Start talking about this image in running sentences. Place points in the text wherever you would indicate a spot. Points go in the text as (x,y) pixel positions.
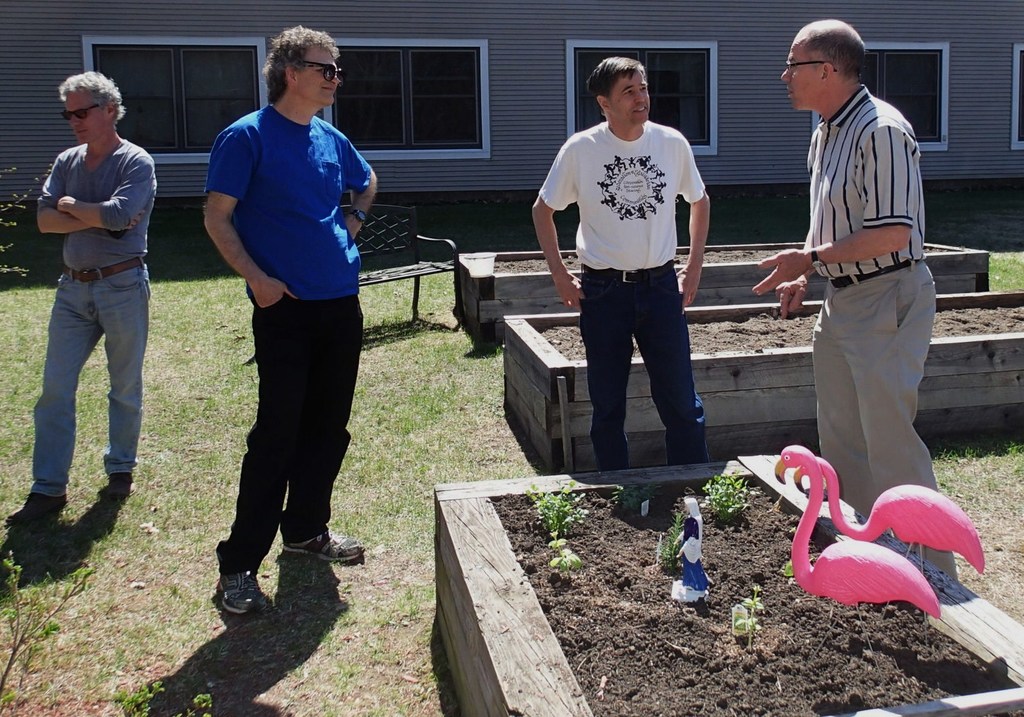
In this picture we can see four people (289,417) on the ground (201,382), here we can see a chair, toys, plants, soil (965,321) and wooden objects (520,381) and in the background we can see a wall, windows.
